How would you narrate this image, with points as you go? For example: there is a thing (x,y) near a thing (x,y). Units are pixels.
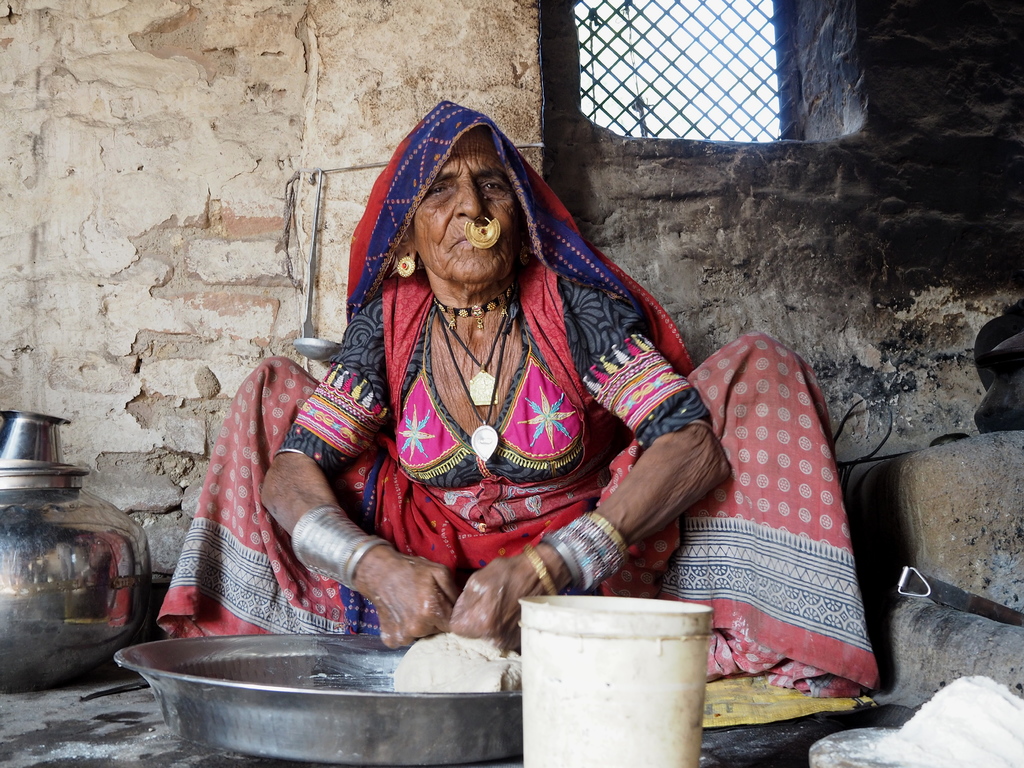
In the image in the center (514,439), we can see one woman (507,444) sitting. In front of her, there are a steel basket (333,716), bucket (580,670) and some food items (405,671). In the background (48,136) there is a wall (543,100), window (814,104), mug (19,448) and container (74,539).
